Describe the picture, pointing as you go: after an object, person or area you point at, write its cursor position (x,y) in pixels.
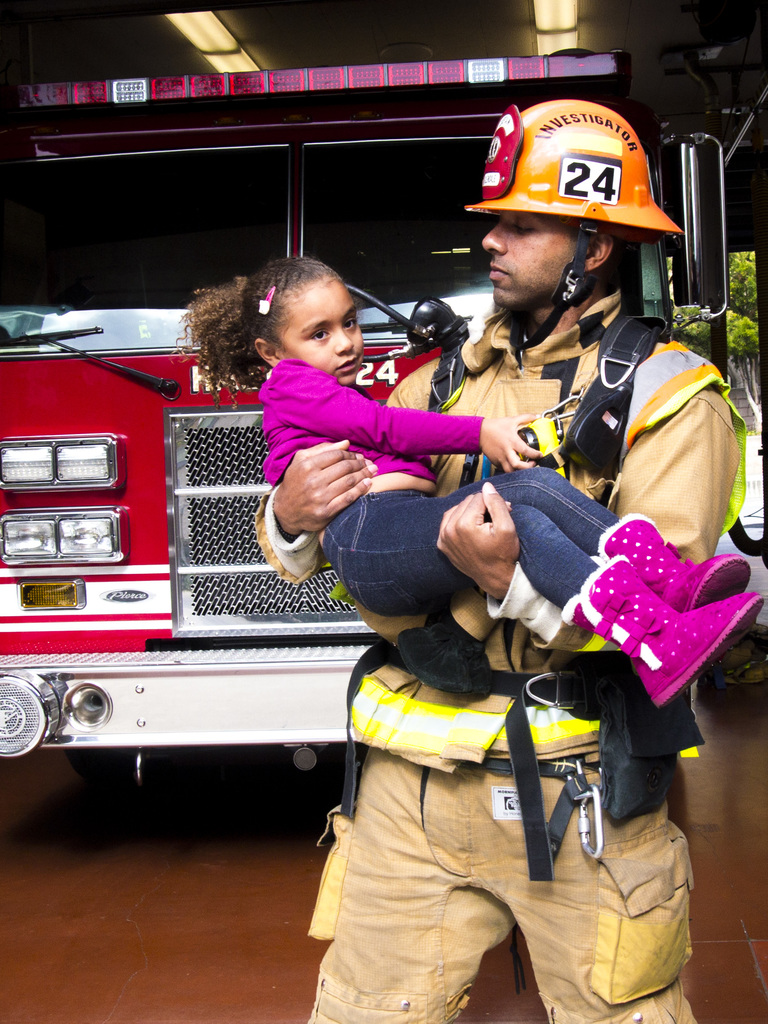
This image consists of a vehicle (234,475). It is in red color. There are two persons (487,524) in the middle (293,471). One is man (506,895), another one is a kid (416,447). The man (645,468) is holding that kid (428,577).
